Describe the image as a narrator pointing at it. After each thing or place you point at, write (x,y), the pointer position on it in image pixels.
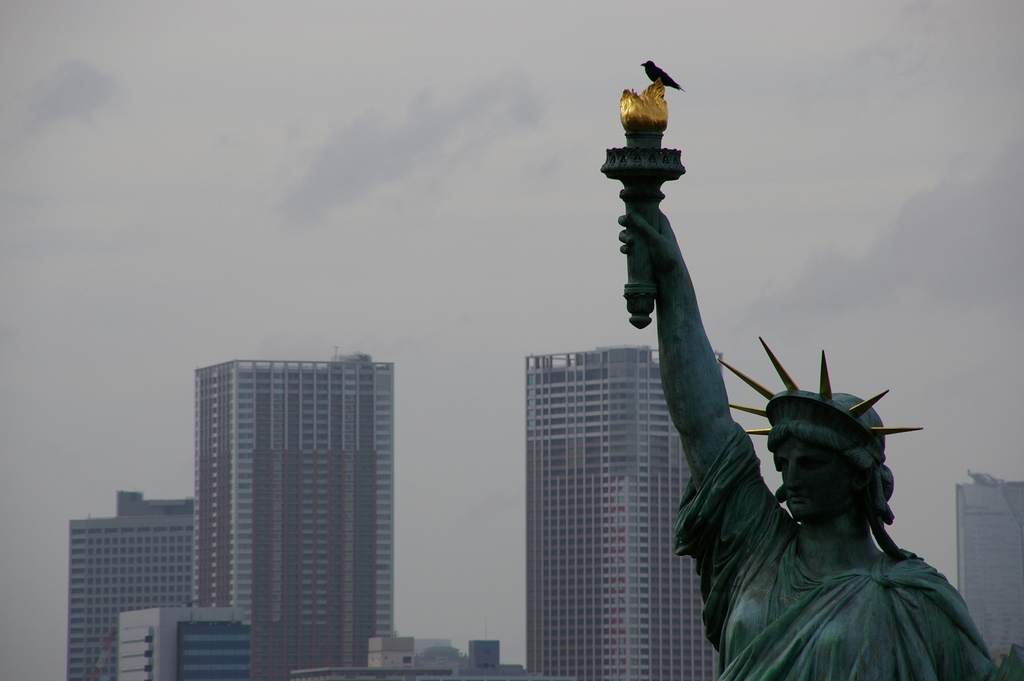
In the right bottom of the picture (826,516), we see the statue of the liberty monument (812,477). We see a bird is on the monument (660,143). There are buildings (625,633) in the background (570,475). At the top (352,208), we see the sky (380,255).
